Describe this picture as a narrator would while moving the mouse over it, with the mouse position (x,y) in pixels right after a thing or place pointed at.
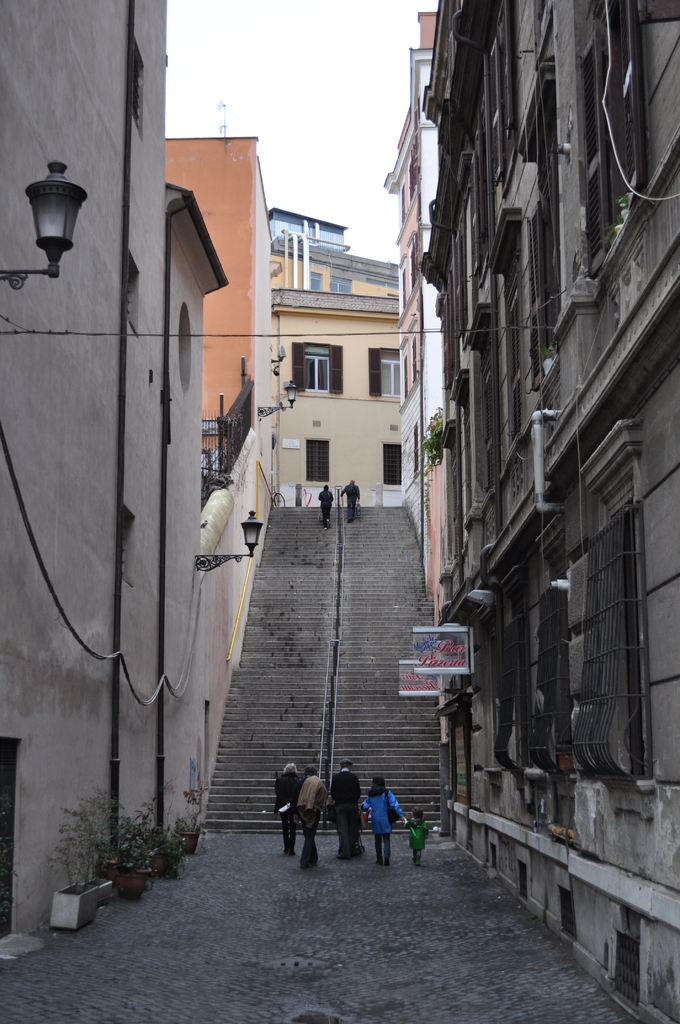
This picture describes about group of people (311,843), they are walking, beside to them we can find few hoardings (414,648), lights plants (184,842) and buildings (462,533), and also we can see few pipes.
